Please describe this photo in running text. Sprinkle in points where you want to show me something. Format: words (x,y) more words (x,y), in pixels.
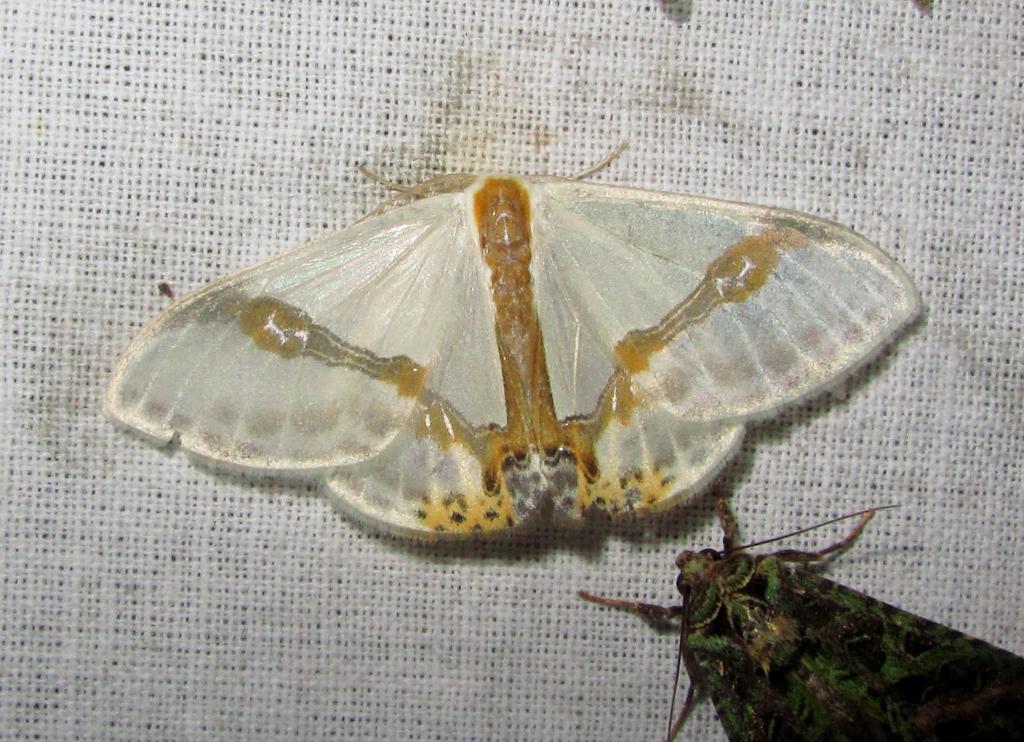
In this image we can see two butterflies (472,392) on white surface (213,183).
